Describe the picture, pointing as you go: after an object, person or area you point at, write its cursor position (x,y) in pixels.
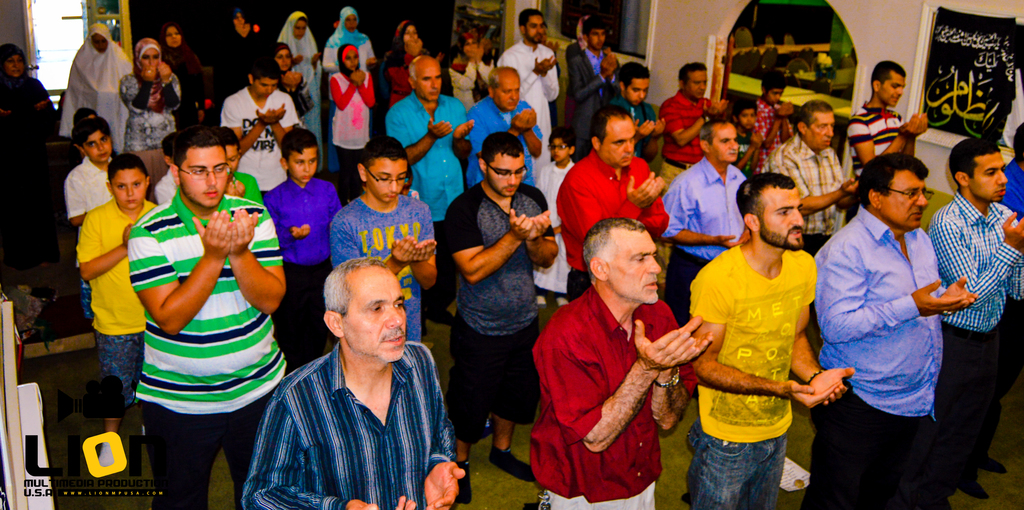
In this image people (967,233) are praying in a hall (80,360), in the bottom left (83,457) there is some text (157,451).
